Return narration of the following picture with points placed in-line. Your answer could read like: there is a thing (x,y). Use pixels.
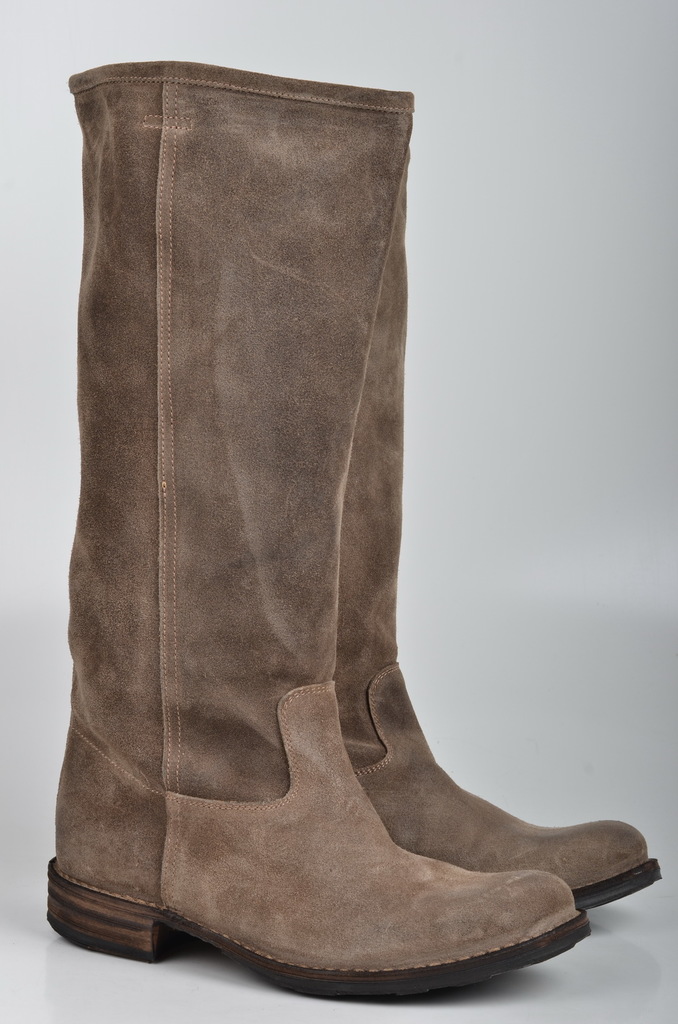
In this image there is a pair of boots (324,582).
